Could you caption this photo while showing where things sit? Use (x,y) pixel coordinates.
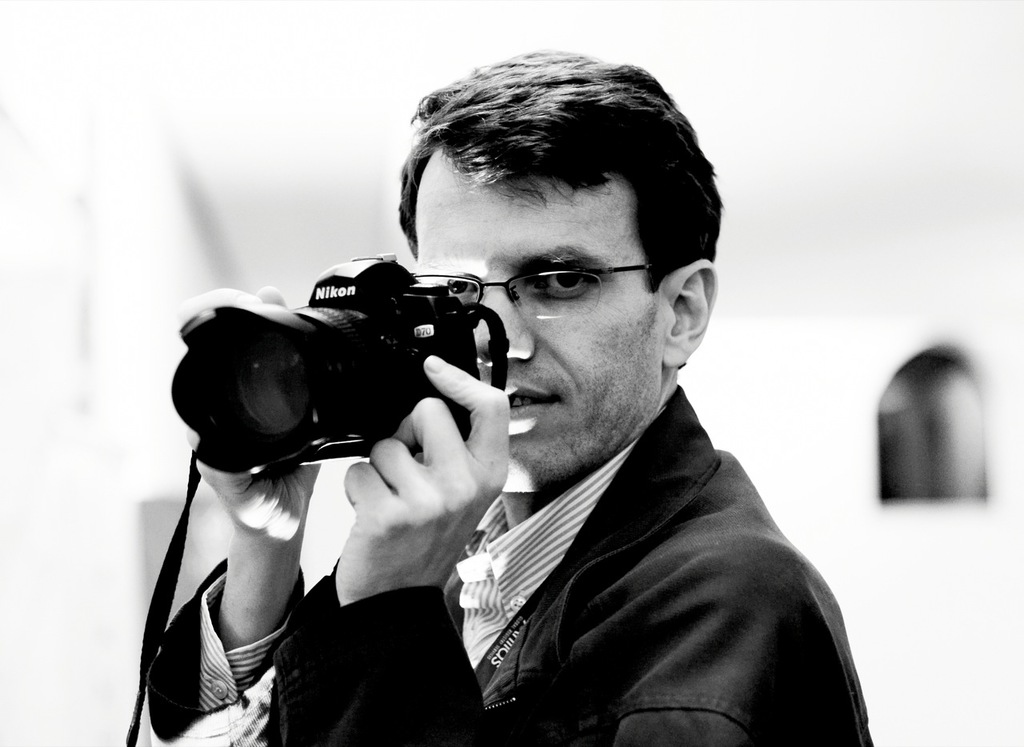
This is a black and white picture. Here we can see one man (526,260) holding a camera (352,370) in his hand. He wore spectacles (561,311). Background (759,309) is very blurry.
